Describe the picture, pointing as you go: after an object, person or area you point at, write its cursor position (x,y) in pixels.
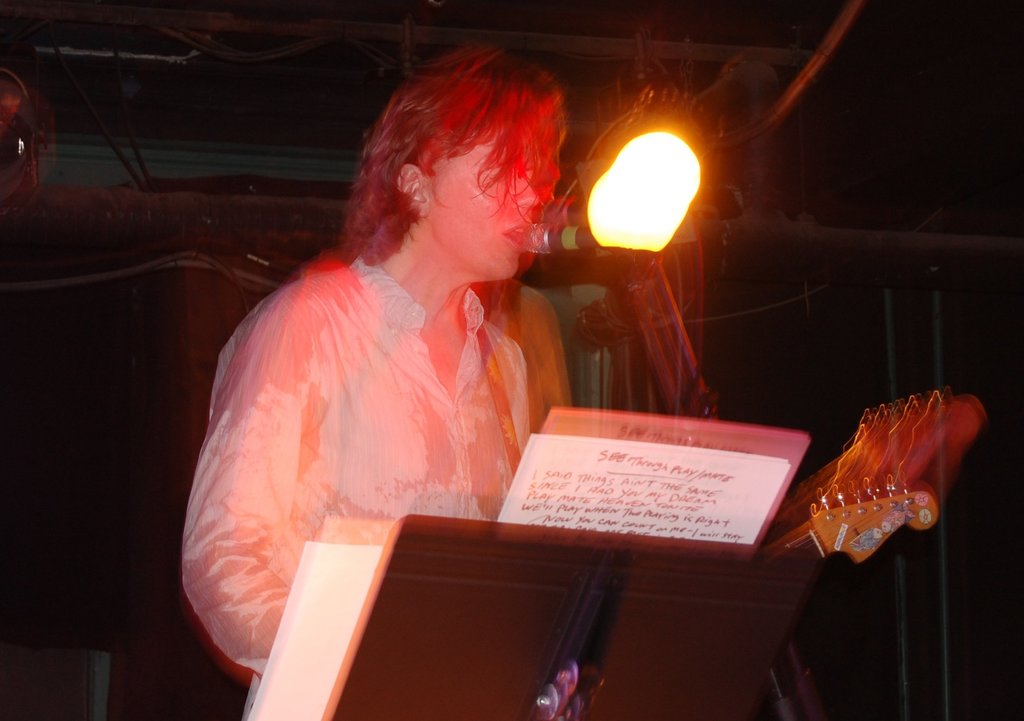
In the center of the image (356,300) there is a person (234,521) standing at the desk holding guitar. On the desk (600,564) we can see papers (297,627). In the background (203,669) we can see lights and wall (217,185).
